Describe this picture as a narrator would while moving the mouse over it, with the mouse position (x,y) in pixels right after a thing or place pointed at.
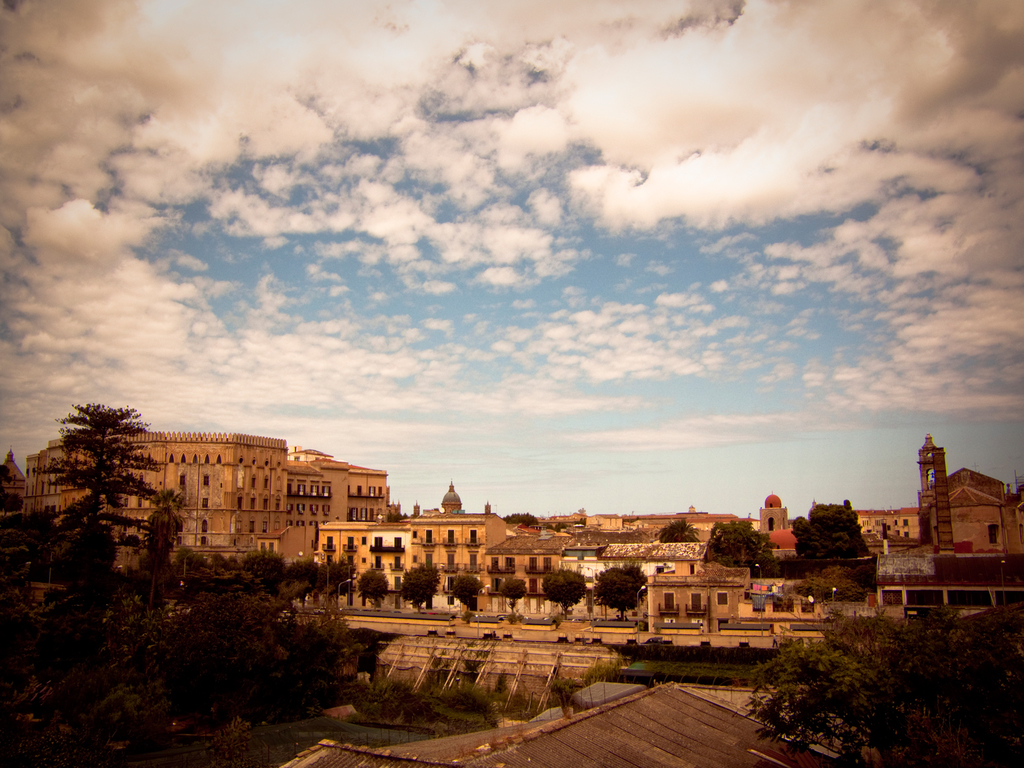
In this image we can see buildings (755,592), trees (412,595), sheds (589,695), street poles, street lights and sky (830,363) with clouds (692,319) in the background (520,360).
